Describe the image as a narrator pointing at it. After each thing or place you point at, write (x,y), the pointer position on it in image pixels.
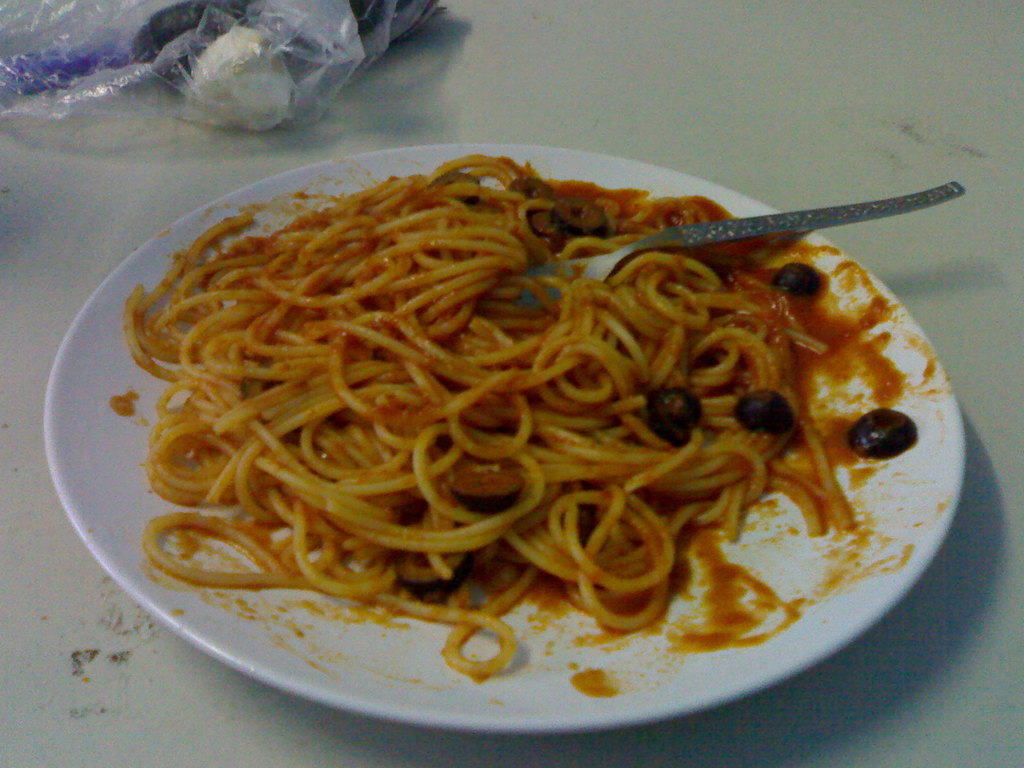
In this image we can see there is a plate (897,359), on the plate (220,507) there is some food item (463,401) and fork (791,227). And there is the cover (298,49) with some items (248,102).
